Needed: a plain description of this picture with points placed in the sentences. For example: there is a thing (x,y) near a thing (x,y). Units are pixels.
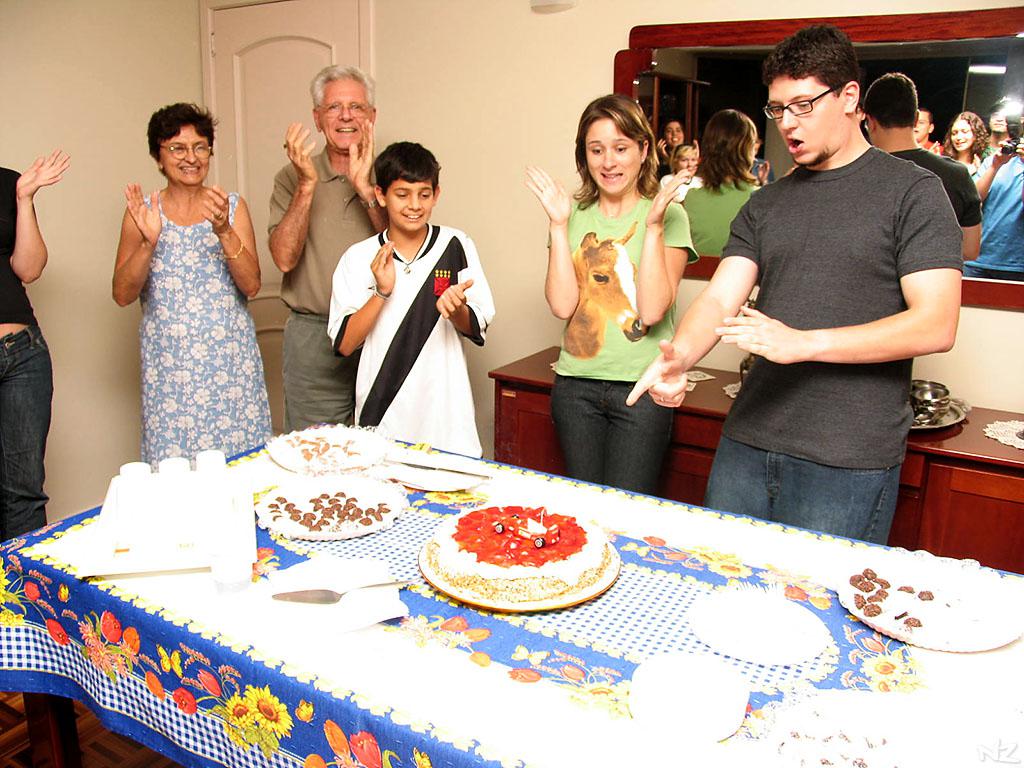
In this image there is a table (255,485) on that table (142,525) there is a cloth (180,713), cake (543,579) and food items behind the table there are people (757,381) standing, in the background (45,32) there is a wall (40,19) to that wall (45,3) there is a door (328,21), mirror (989,159), in front of the wall (935,356) there is a table (530,370) on that table (967,443) there are few items (928,414).
